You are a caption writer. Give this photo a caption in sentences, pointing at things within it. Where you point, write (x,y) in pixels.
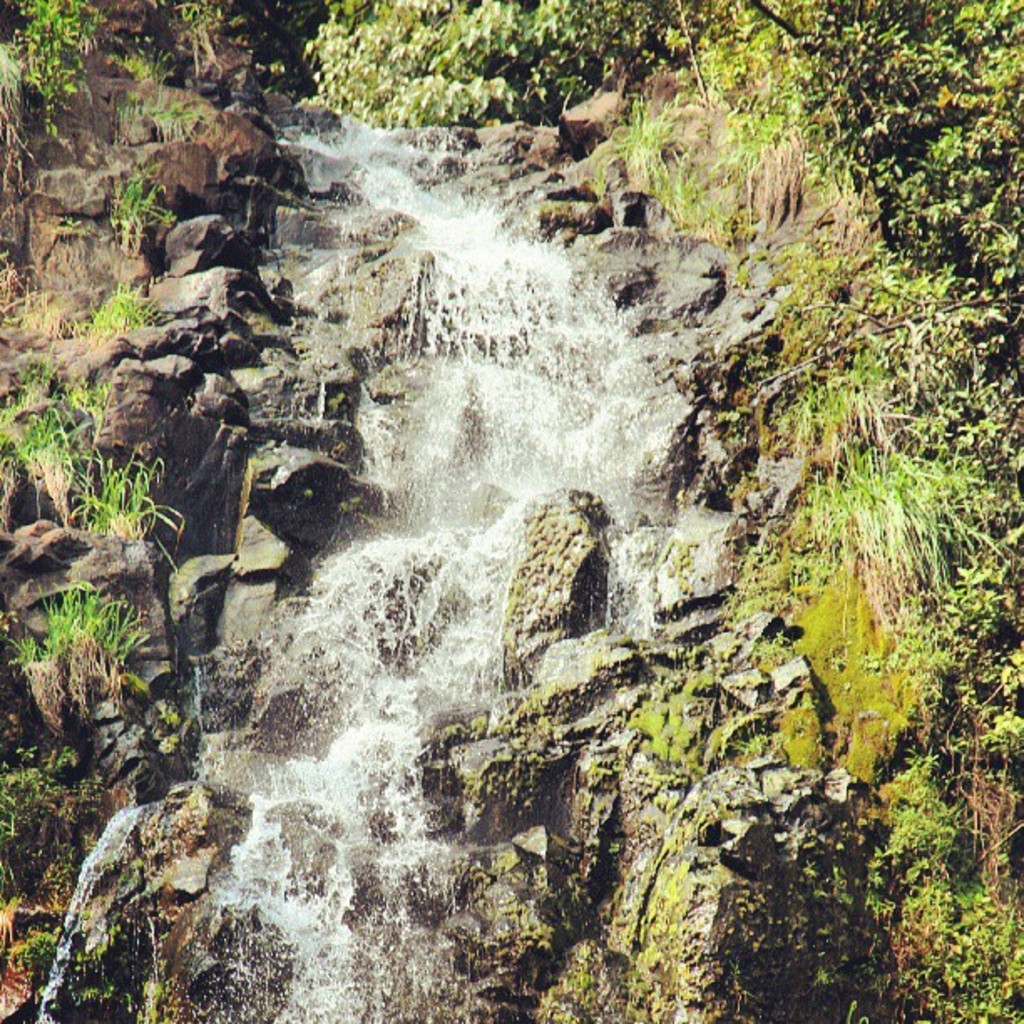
In this picture there is water fall (496,454) in the center of the image (443,637) and there is greenery (719,24) around the area of the image.
